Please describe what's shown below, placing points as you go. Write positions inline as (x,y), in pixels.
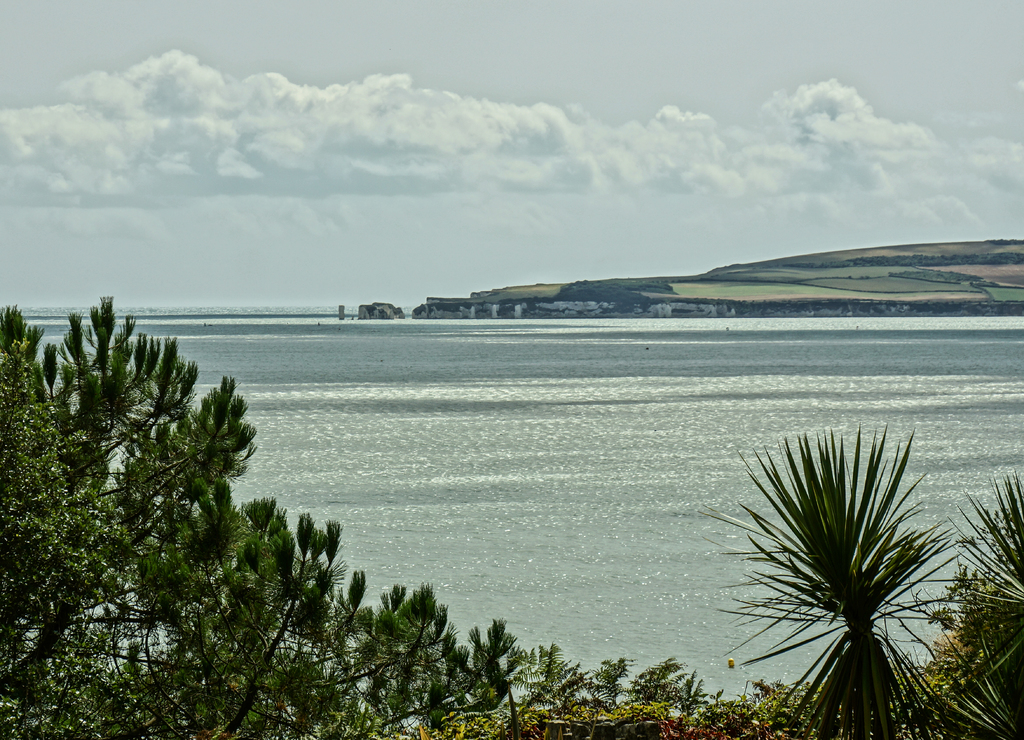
In this image we can see a sea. There is a cloudy sky (489,197) in the image. There is a hill (866,279) in the image. There are agricultural fields (834,289) in the image. There are many trees (914,257) in the image.
